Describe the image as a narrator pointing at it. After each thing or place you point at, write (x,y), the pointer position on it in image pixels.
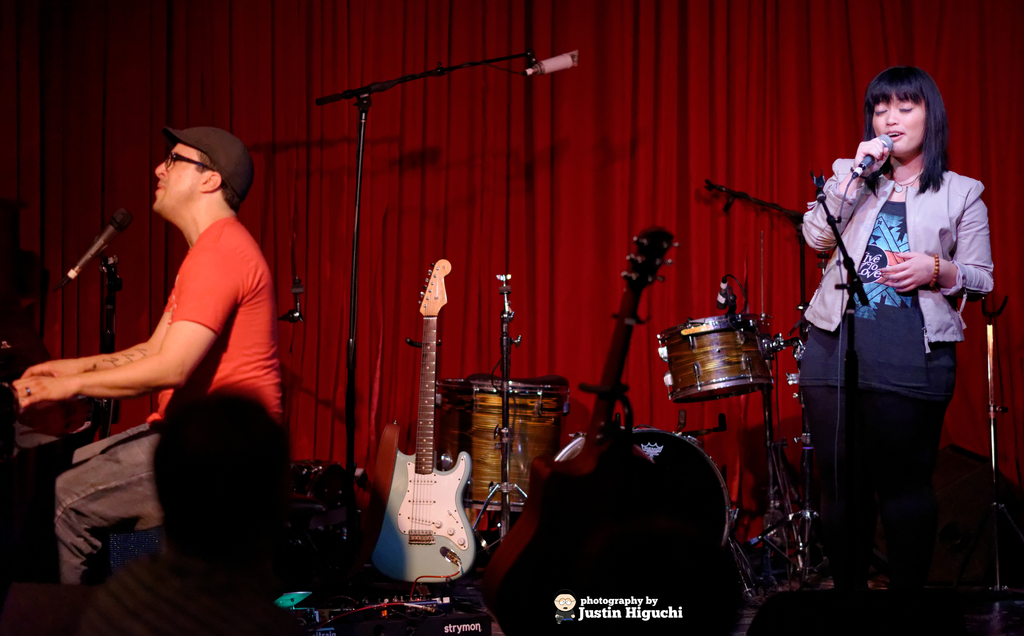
A man (156,345) is playing musical instrument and a woman (844,352) is singing on mic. Behind them there are musical instruments (798,337) and curtain (428,229).
